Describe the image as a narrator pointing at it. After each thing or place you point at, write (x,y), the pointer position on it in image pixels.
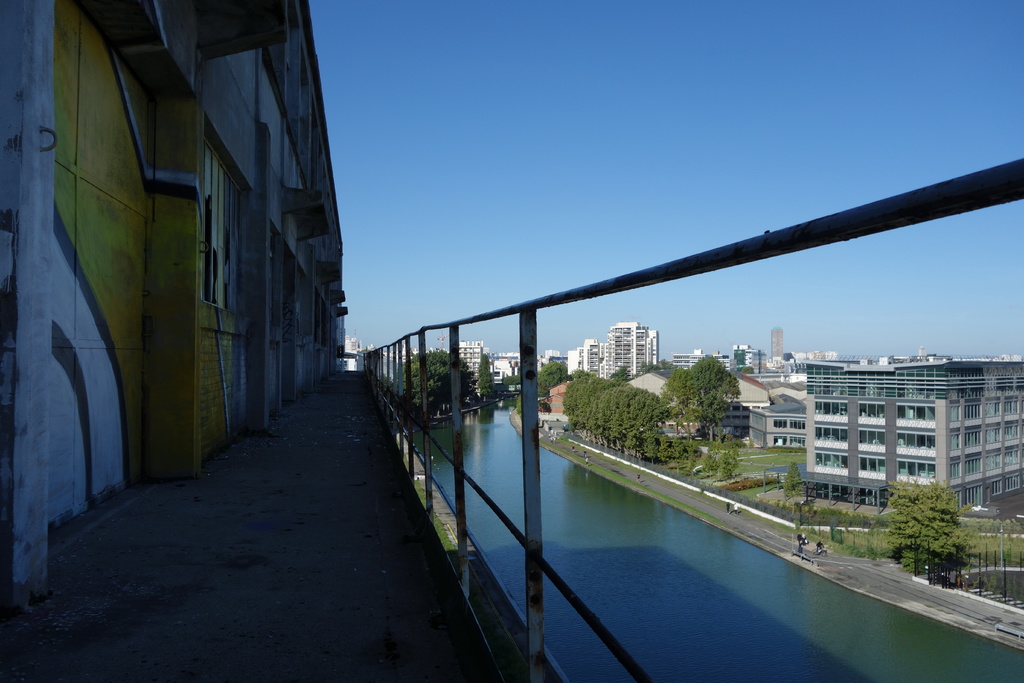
In the picture I can see the wall (324,209) on the left side of the image (174,392), here I can see the steel railing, I can see water (716,600), trees (655,455), grass (627,482), I can see the buildings (996,434) and the blue color sky (873,62) in the background (769,101).
